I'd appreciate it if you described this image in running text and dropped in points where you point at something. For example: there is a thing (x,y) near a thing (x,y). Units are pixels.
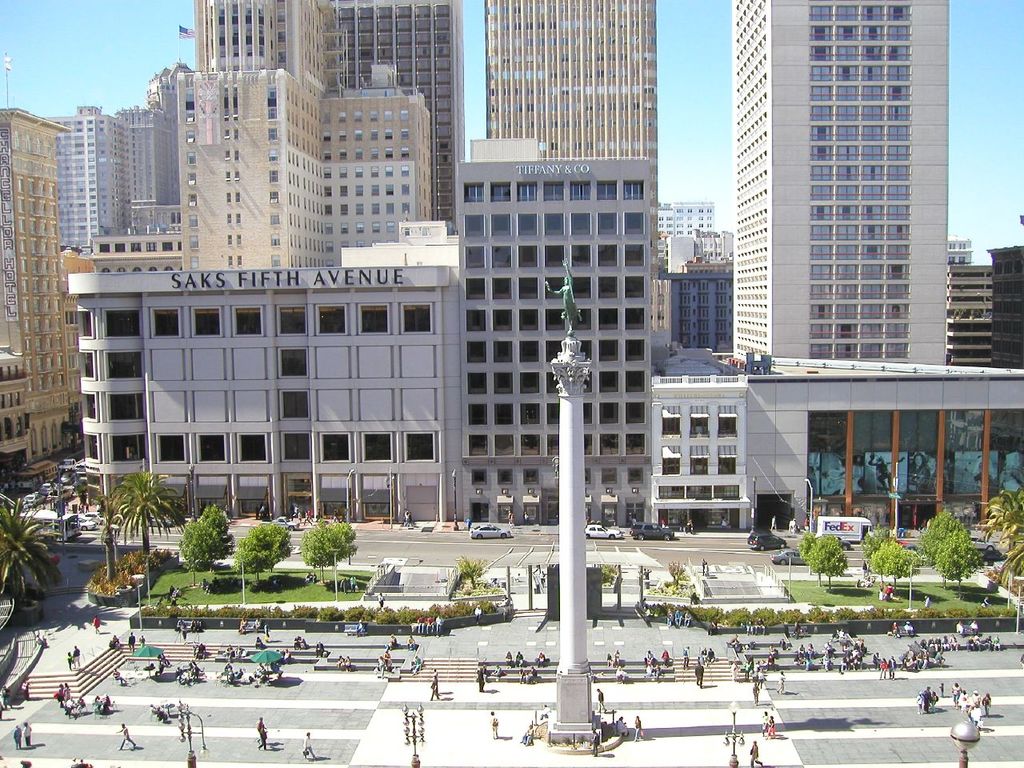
In this image, we can see so many buildings (291,436), glass (469,294). At the bottom (546,736), there is a road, pillar (586,722), trees (955,532), plants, poles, shed (549,574), vehicles (68,490). Here we can see a group of people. Background (705,120) there is a sky (710,134).
